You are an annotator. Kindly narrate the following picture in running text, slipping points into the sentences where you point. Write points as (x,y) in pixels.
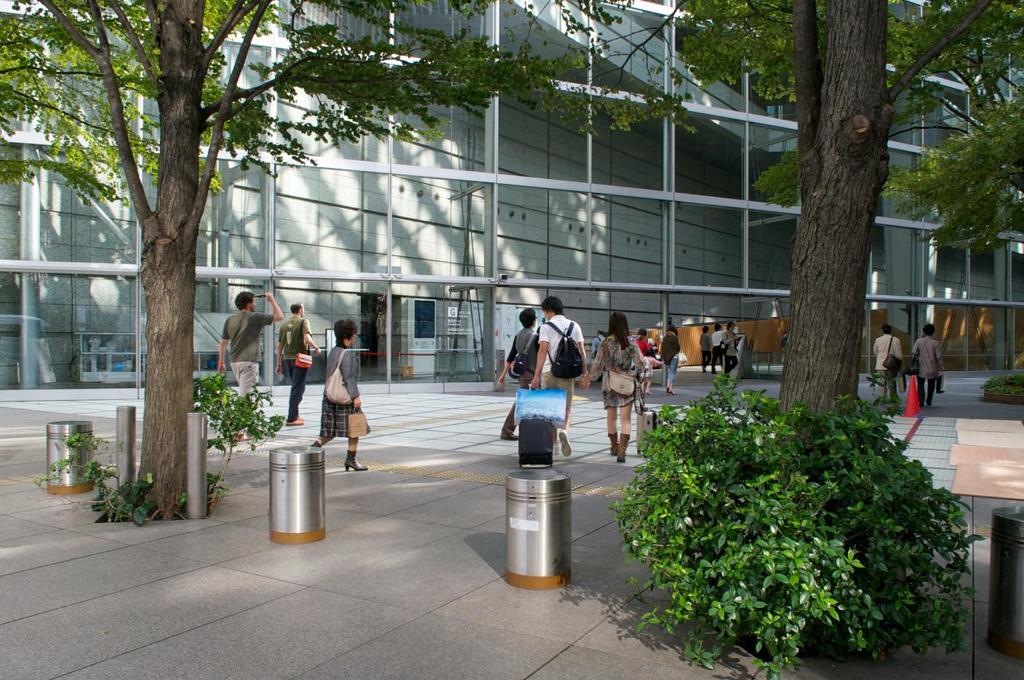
In this image we can see a glass building (605,157). We can also see a few people (570,334) walking on the path (481,447). Image also consists of trees (229,149), plants (744,424), small poles (203,446) and four bins (552,536).
